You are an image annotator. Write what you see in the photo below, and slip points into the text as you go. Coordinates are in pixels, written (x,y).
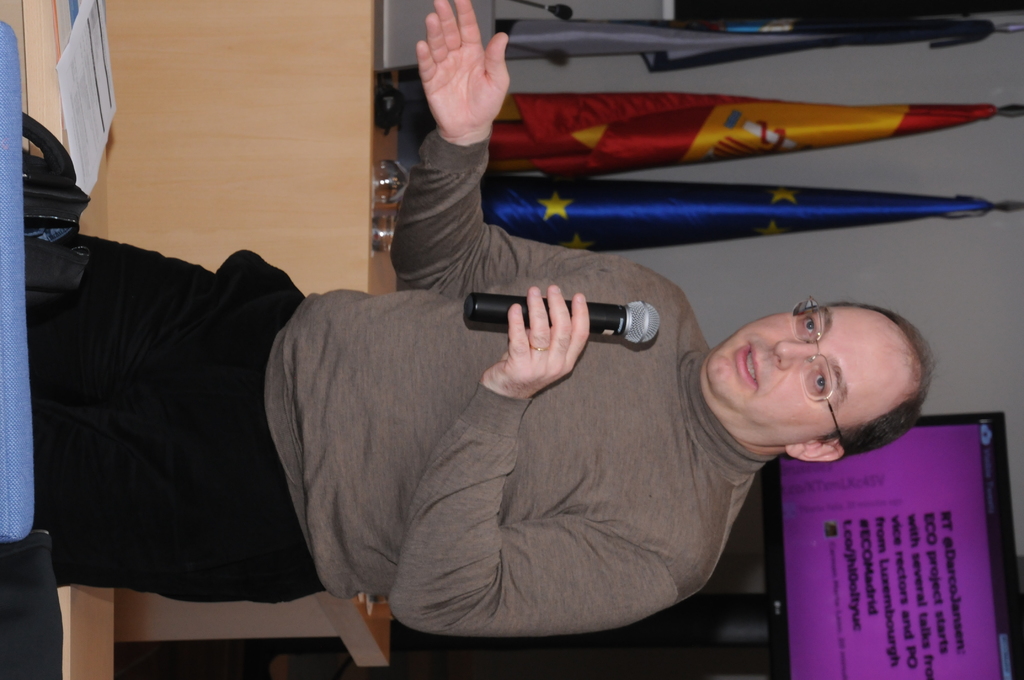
In the center of the image (567,264) a man (584,388) is standing and holding a mic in his hand (536,354). In the background of the image (538,120) we can see flags (712,102), wall (831,89) are there. In the middle of the image (351,248) there is a table (337,224). On the table (363,192) some objects (397,189) are there. At the bottom right corner (982,591) screen (915,549) is present. On the left side of the image (86,129) we can see paper (82,143), bag (59,192) are there.
